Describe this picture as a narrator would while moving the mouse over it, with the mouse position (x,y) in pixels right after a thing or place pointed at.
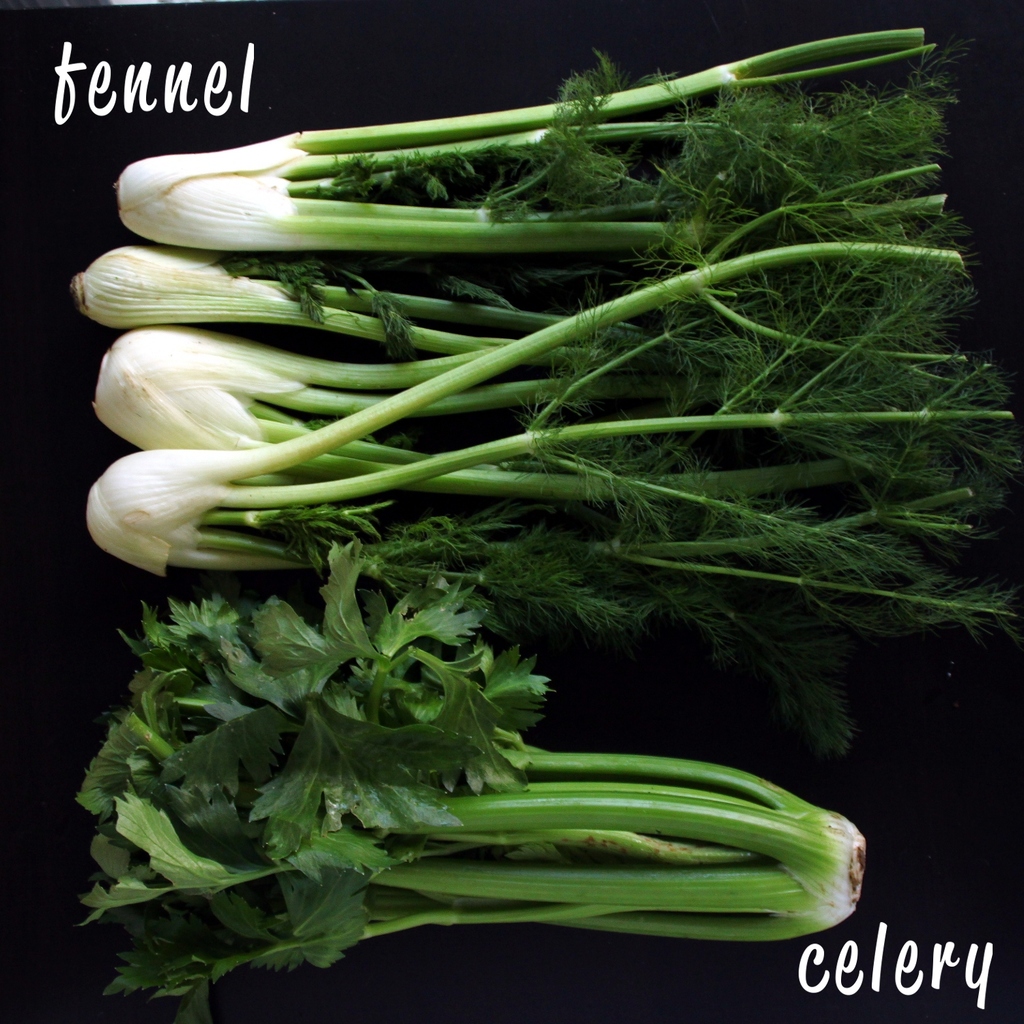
In this picture we can see some fennel (549,521) and celery (438,806) here, we can see a dark background (422,77), there is some text (169,88) here.
